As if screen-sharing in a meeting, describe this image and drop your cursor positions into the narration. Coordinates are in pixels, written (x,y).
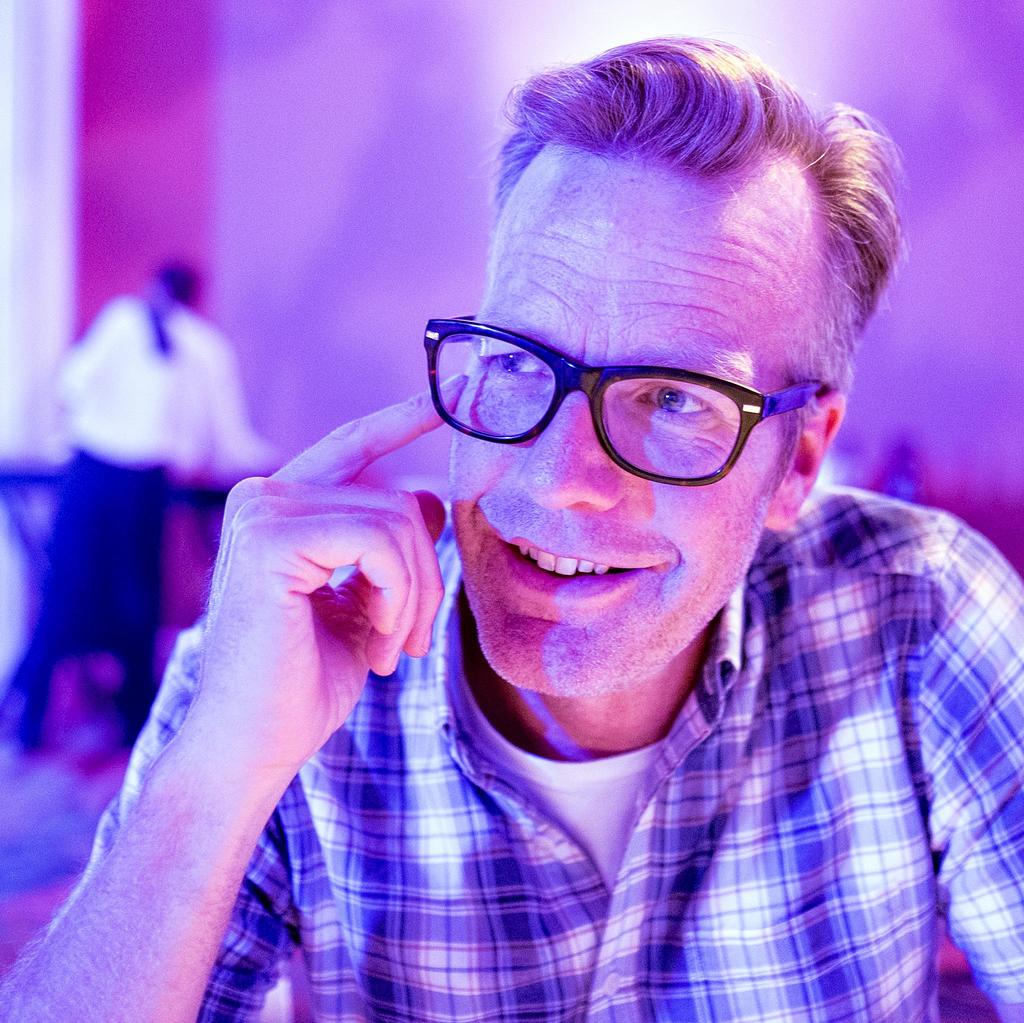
In this pictures there is a man (506,525) who is wearing spectacles (613,386), t-shirt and shirt (760,877). He is smiling. In the back (96,605) there is a man (164,464) who is standing near to the table (197,494). At the top (515,38) I can see the light beam (508,35).
